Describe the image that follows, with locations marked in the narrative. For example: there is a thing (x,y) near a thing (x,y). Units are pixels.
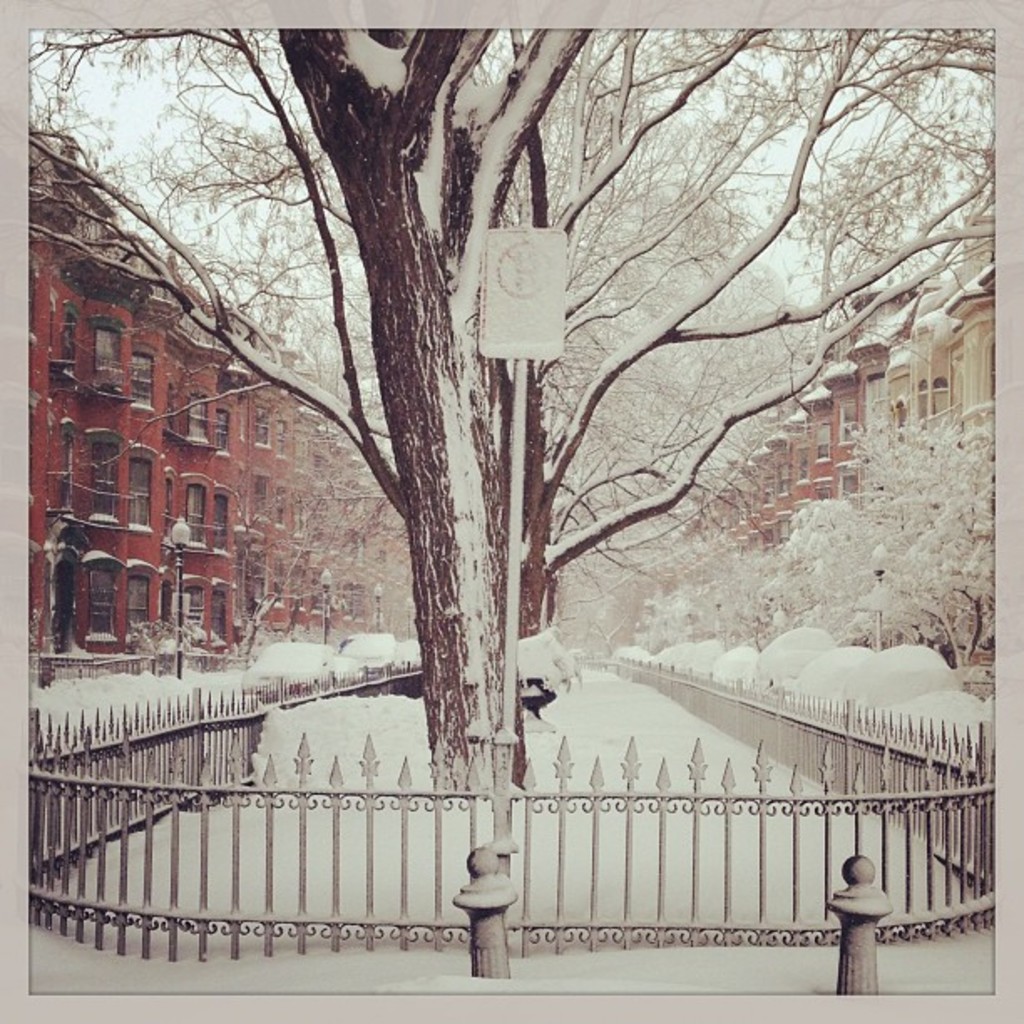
In this picture there is a boundary (724,847) at the bottom side of the image (677,778) and there are trees (626,558) on the right (686,487) and in the center of the image (343,458), there are buildings (82,288) on the right (814,446) and left side of the image (148,403), there is snow (696,652) around the area of the image.
